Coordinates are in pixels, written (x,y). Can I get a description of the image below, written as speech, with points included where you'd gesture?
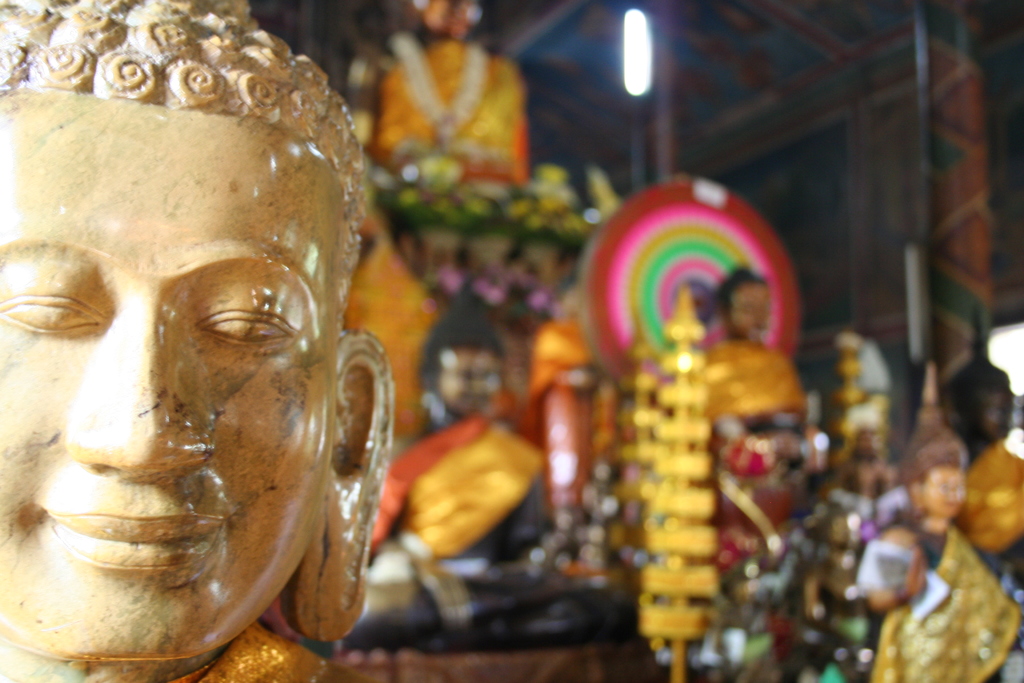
In this picture there are statues (154,39) on the right (862,453) and left side of the image (175,266).
